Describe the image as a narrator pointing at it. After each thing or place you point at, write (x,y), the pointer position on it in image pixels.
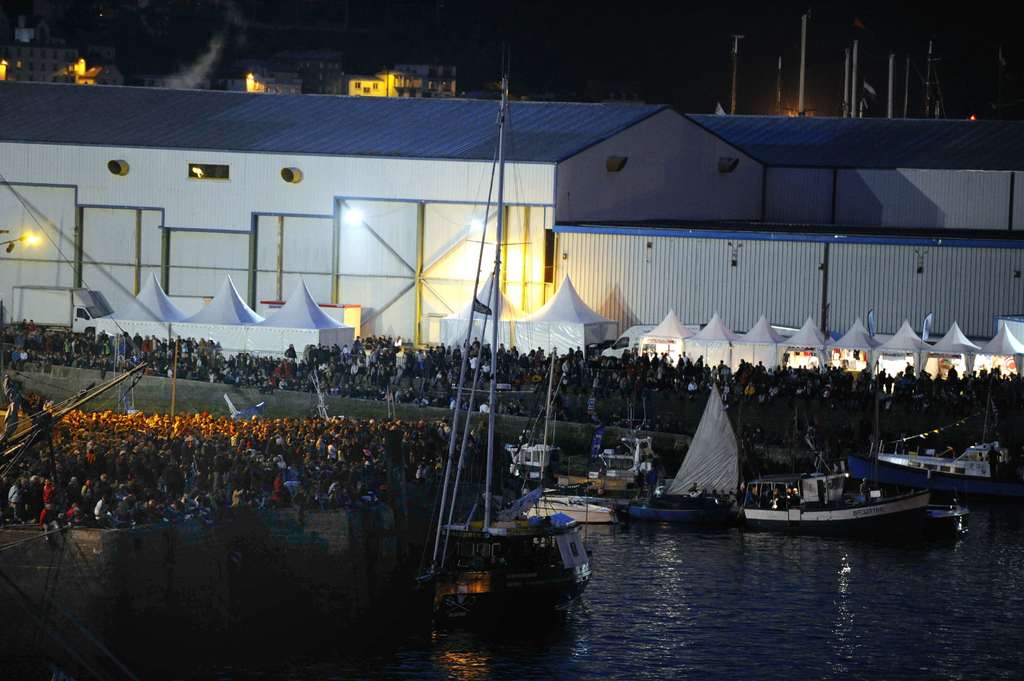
This picture shows few boats (944,522) in the water (764,605) and we see buildings (323,91) and few tents (296,324) and we see people (330,370) standing and few lights (11,243).
